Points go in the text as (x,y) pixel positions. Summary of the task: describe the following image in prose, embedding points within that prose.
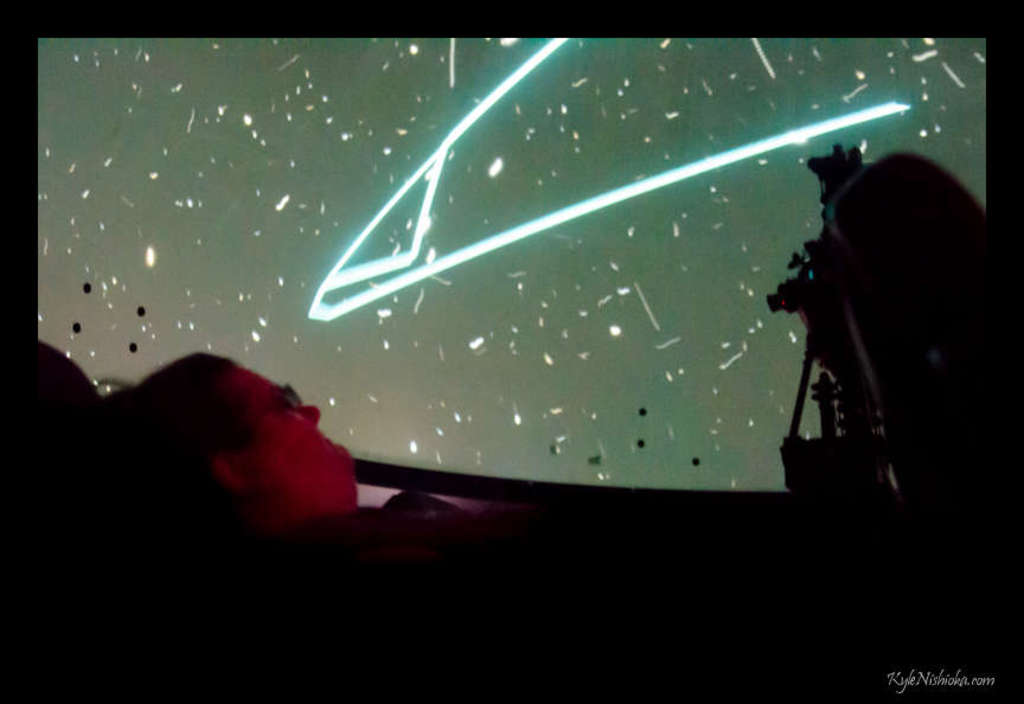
In this picture there is a man (139,449) who is lying on the seat (226,646). In the background (742,297) we can see the projector screen (414,320). On the right (813,256) we can see camera (832,446) and chairs (972,429).
